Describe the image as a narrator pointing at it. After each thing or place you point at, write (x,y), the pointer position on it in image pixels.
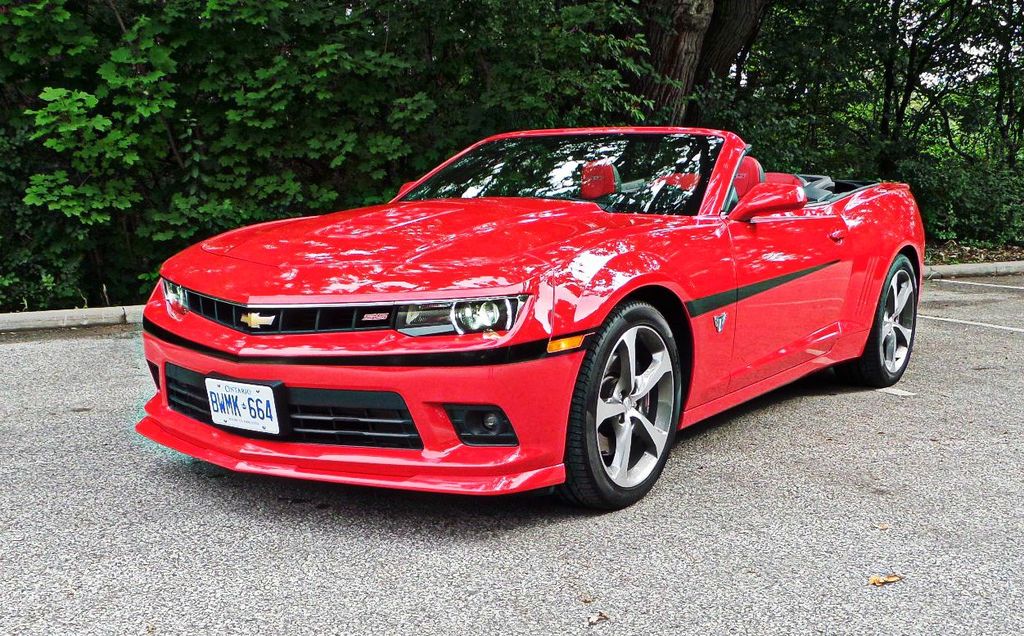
It's a beautiful red color car (553,393) in the road (629,533). There are trees (335,169) in the back side of an image (489,63).
